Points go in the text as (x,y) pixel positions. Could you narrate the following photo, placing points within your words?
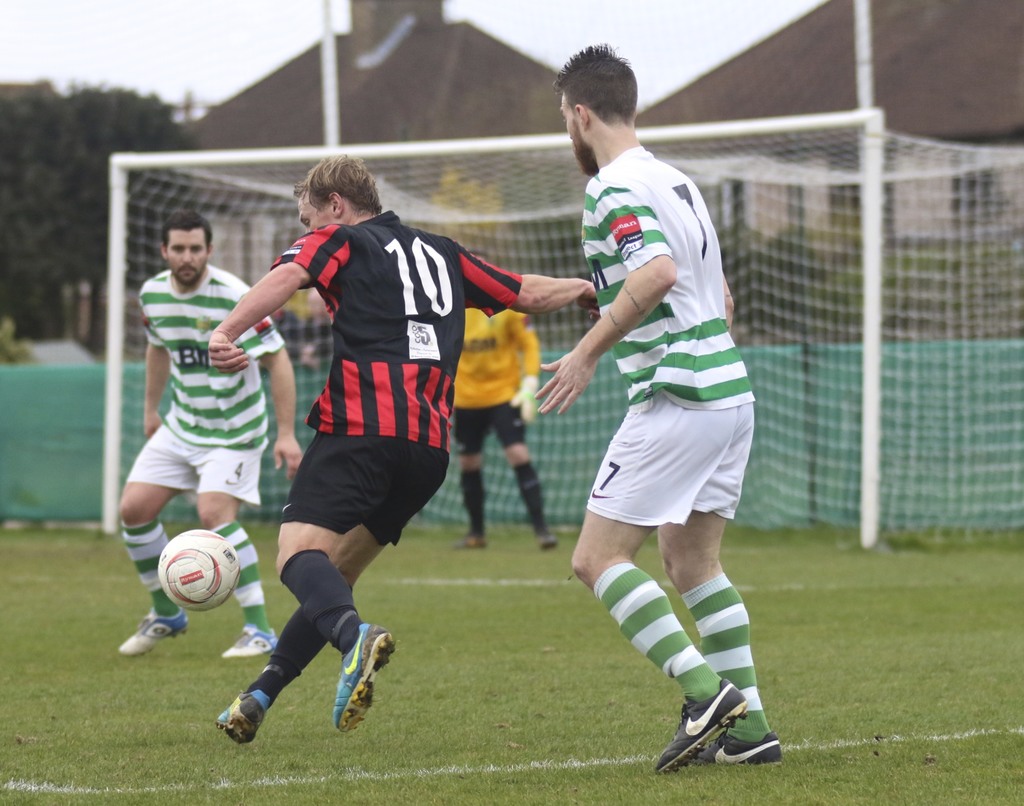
In this picture we can see three persons (158,332) playing with a ball (199,582) on the ground (229,767). Behind the three persons (299,495), there are houses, a man (467,354), net (838,422) and the sky (203,59). On the left side of the image (72,163), there are trees (4,186) and an object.
